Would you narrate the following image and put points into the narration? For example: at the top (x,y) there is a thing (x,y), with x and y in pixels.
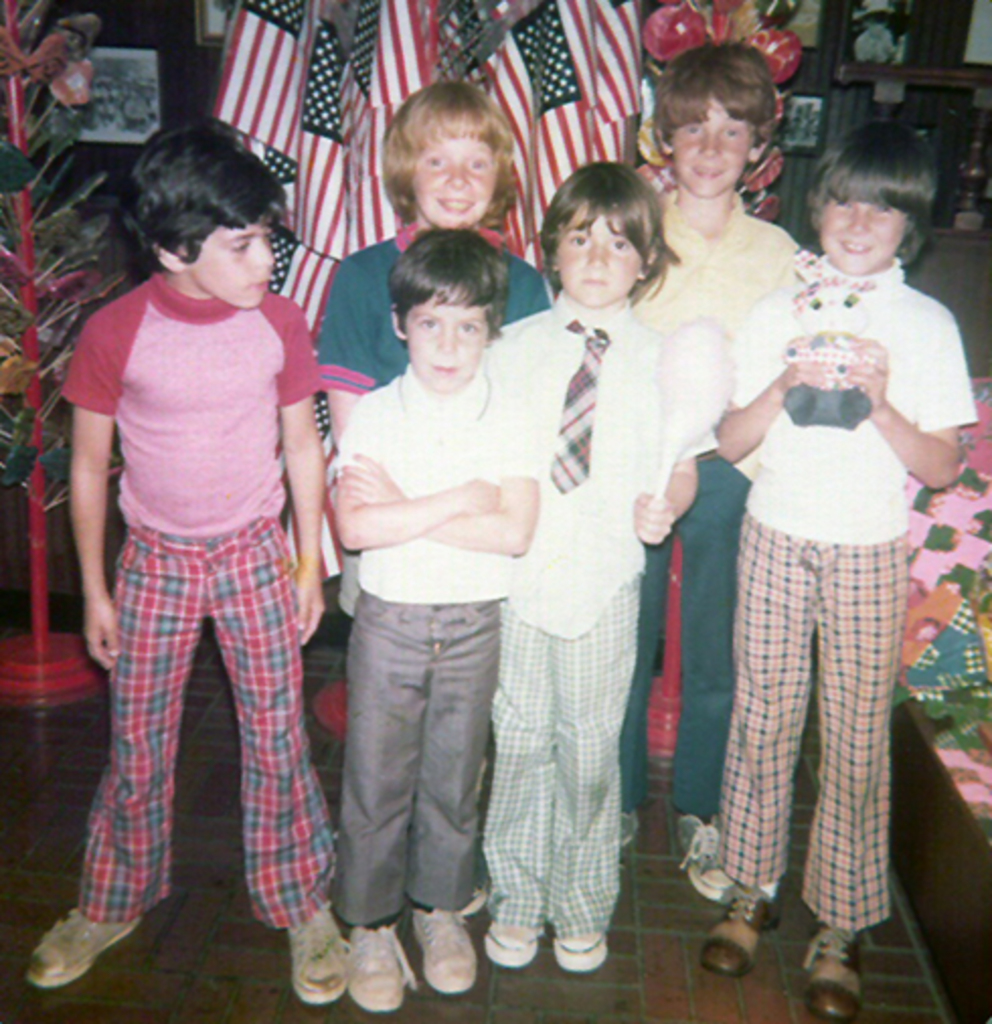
In this image, we can see a group of boys (889,523) are standing on the floor (488,988). On the right side (962,912), we can see a table (957,899), on the table (962,912), we can see some objects (941,667) which are placed. In the background (423,54), we can see some flags (542,61). On the left side (10,85), we can see a red color rod (44,620) and plants (52,127). In the background (805,31), we can also see few photo frames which are attached to a wall (831,4), at the bottom (141,952), we can see a floor (153,960).
